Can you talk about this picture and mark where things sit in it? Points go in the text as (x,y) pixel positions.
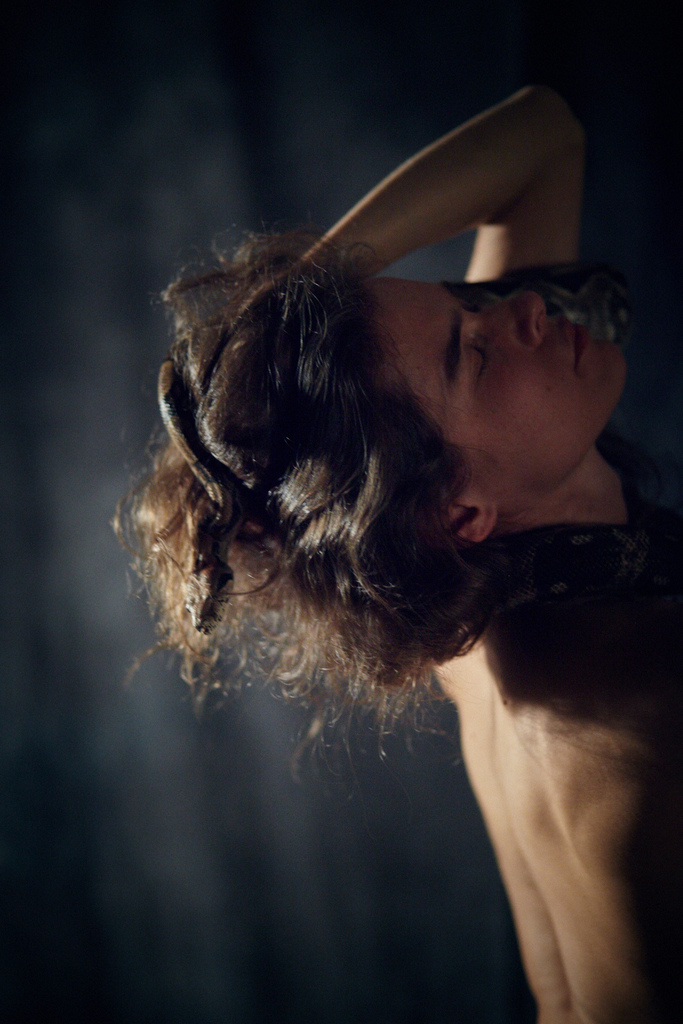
In the front of the image (480,543) I can see a person (573,635) and snake (556,292). In the background of the image (269,839) it is blurry.
